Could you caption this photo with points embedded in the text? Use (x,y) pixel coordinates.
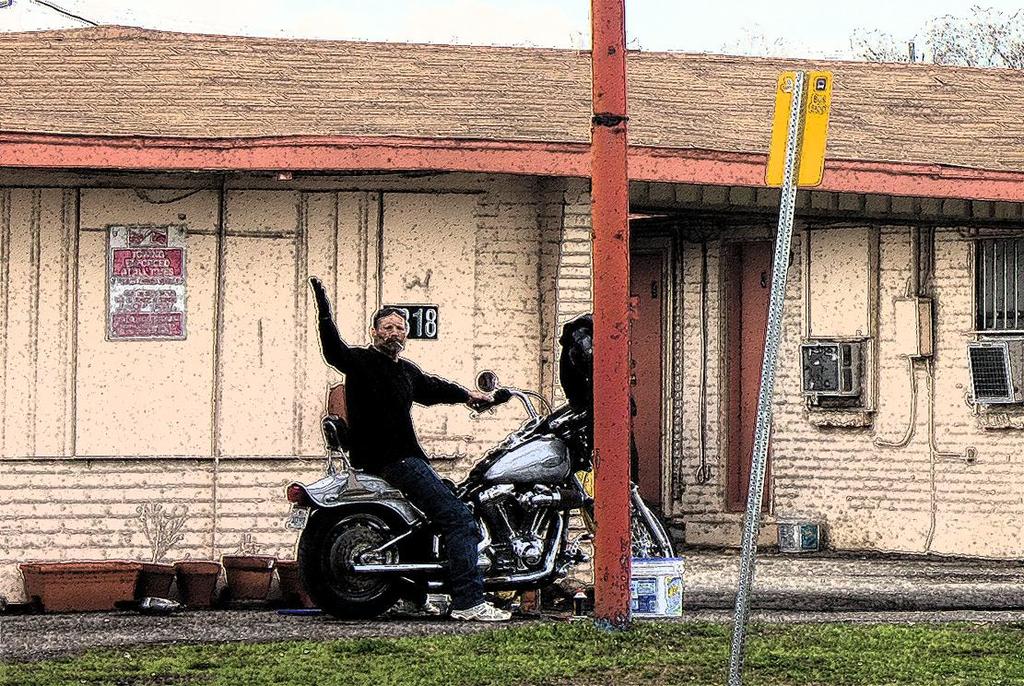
In this image I can see a man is sitting on his bike (544,451). In the background (250,116) I can see a building (383,292) and a sign board (784,165).
